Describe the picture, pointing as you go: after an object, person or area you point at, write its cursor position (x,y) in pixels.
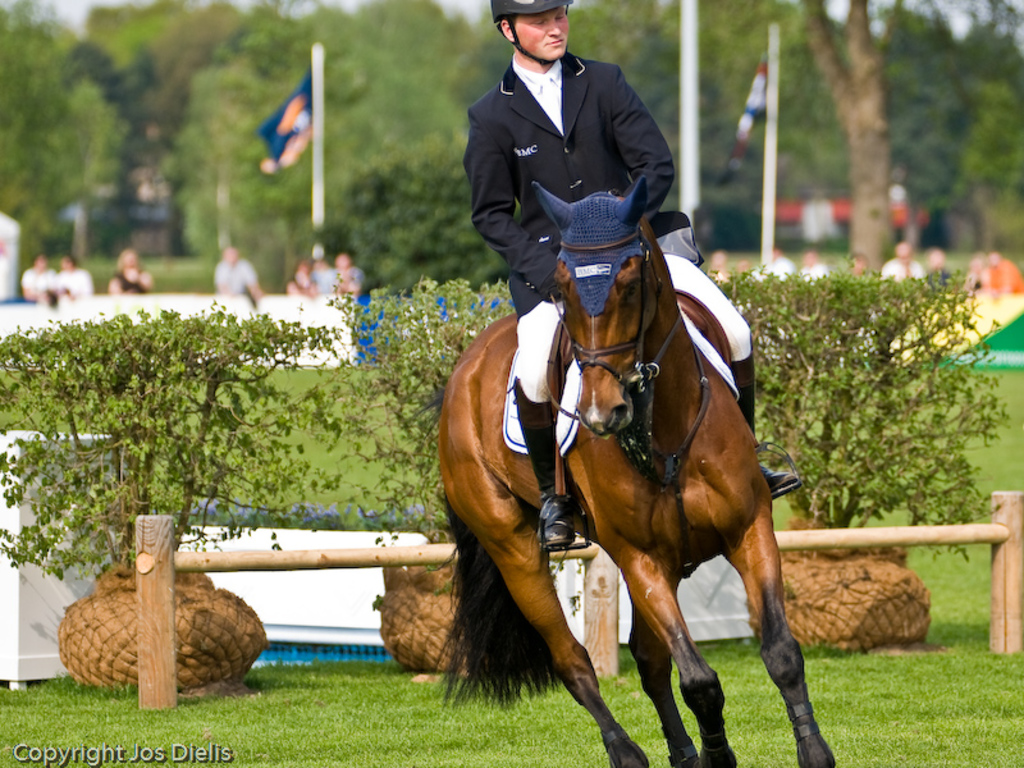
In this image, we can see a brown color horse (485,418), there is a man (537,117) sitting on the horse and he is in black color coat (588,170), there are some green color plants (389,399), in the background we can see two flags (309,133), there are some people (148,276) standing and there are some green color trees (266,44).
